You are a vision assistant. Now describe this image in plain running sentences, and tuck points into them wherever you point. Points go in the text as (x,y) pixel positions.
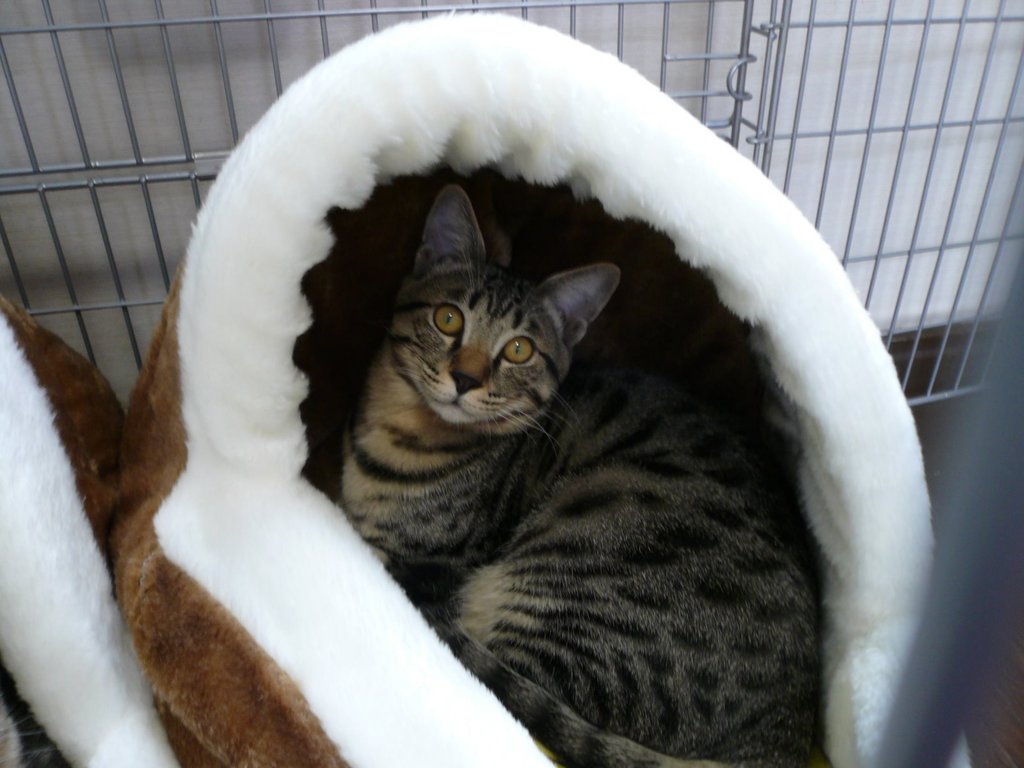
In this image I can see a cat (448,457) is sitting in an object (317,608). Here I can see a metal object (52,169).
